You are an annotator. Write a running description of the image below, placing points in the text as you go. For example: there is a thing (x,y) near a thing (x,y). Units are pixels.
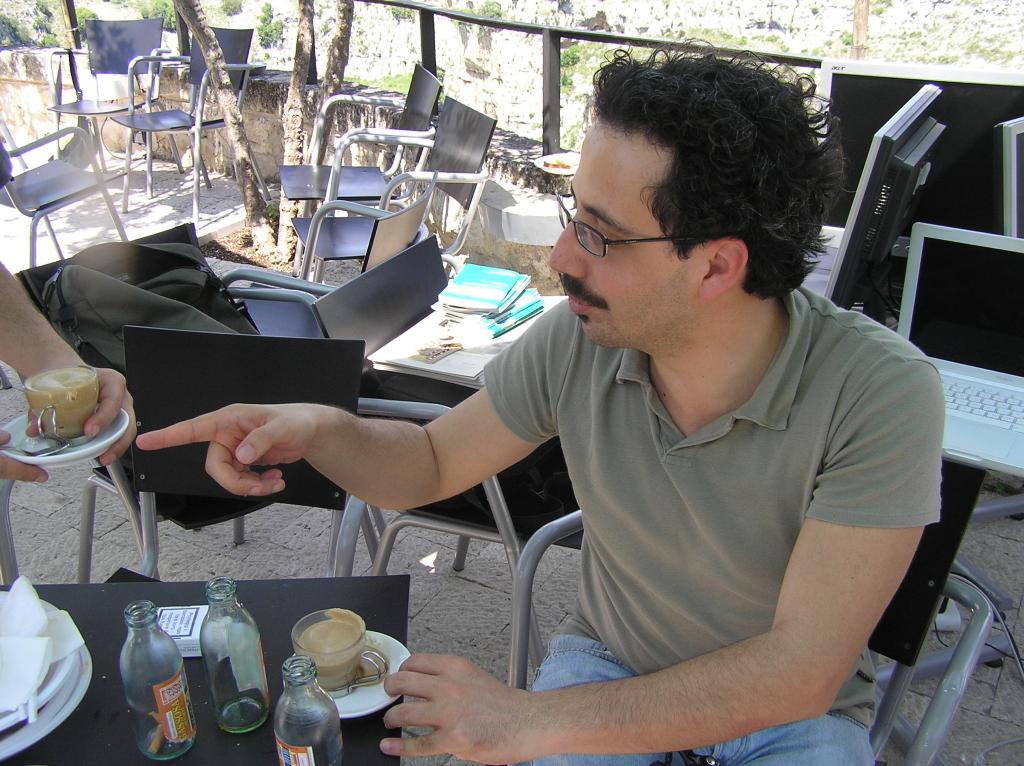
In this picture there is a man (667,284) sitting on a chair (522,628) and we can see cup (336,637) with drink (351,646), saucer (374,705), books (498,327), bottles (216,677), monitors (953,69), laptop (965,381) and objects (451,343) on tables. We can see chairs (5,490), bag (104,306) and tree trunks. In the background of the image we can see railing (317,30) and plants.
